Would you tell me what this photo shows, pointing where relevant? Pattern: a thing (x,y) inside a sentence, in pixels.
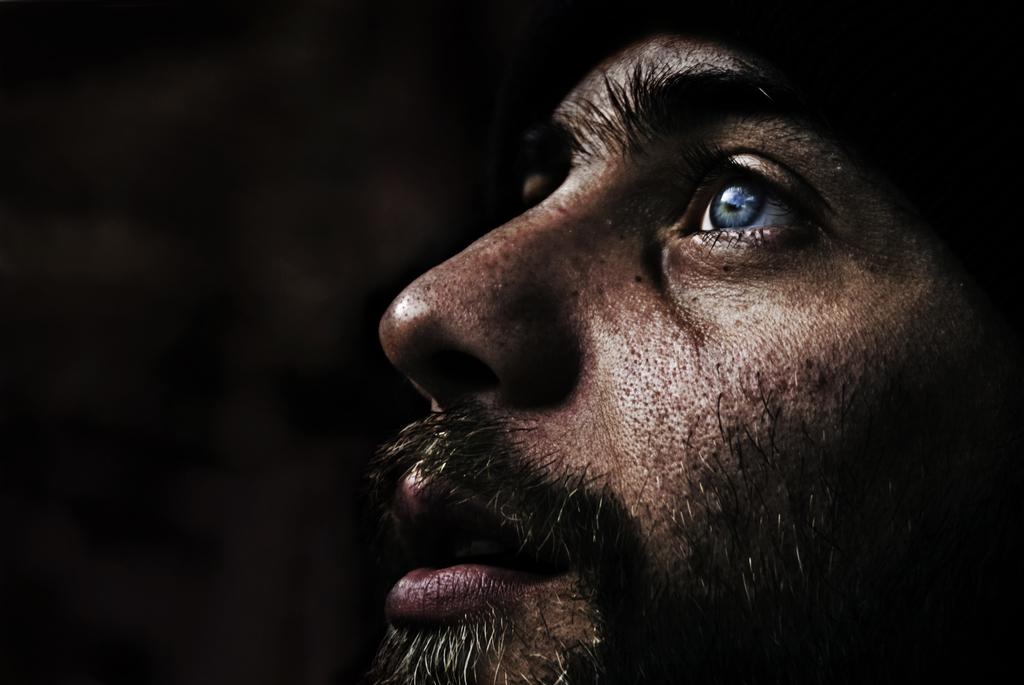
In this picture there is a man (531,440). On the left (137,174) it is dark.
